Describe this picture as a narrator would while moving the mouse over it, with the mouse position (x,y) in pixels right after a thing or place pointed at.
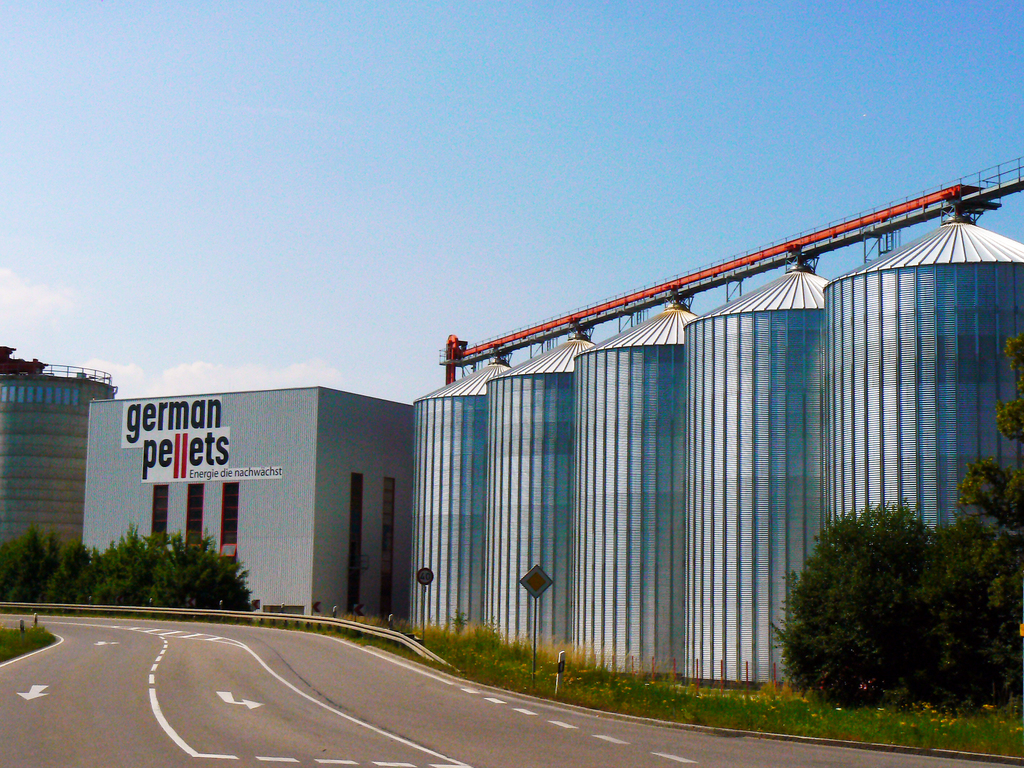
This picture shows buildings (98,476) and we see trees (40,548) and couple of sign boards (430,578) and we see metal barrels (731,330) and a blue cloudy sky (258,194).
